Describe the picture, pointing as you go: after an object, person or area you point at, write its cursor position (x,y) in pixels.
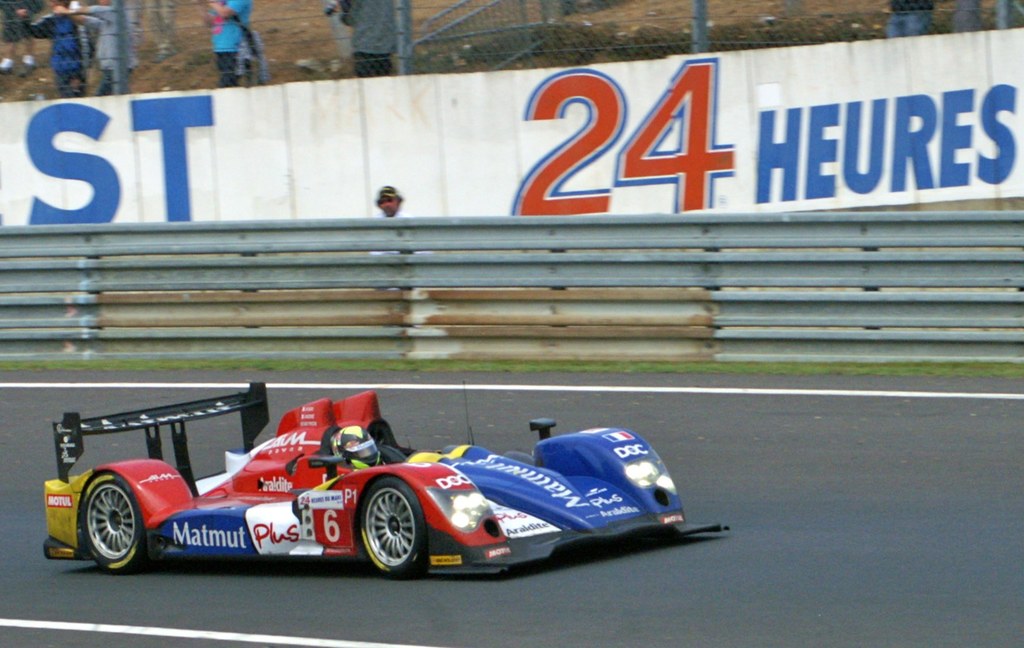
This picture is clicked outside. In the foreground (368,532) we can see a person (359,438) riding a race car (399,480) on the road (858,553) and we can see the text (80,132) and numbers (589,129) on the banners (608,116) and we can see the metal planks (599,276), net (475,21), metal rods (399,25) and group of persons (355,62).
